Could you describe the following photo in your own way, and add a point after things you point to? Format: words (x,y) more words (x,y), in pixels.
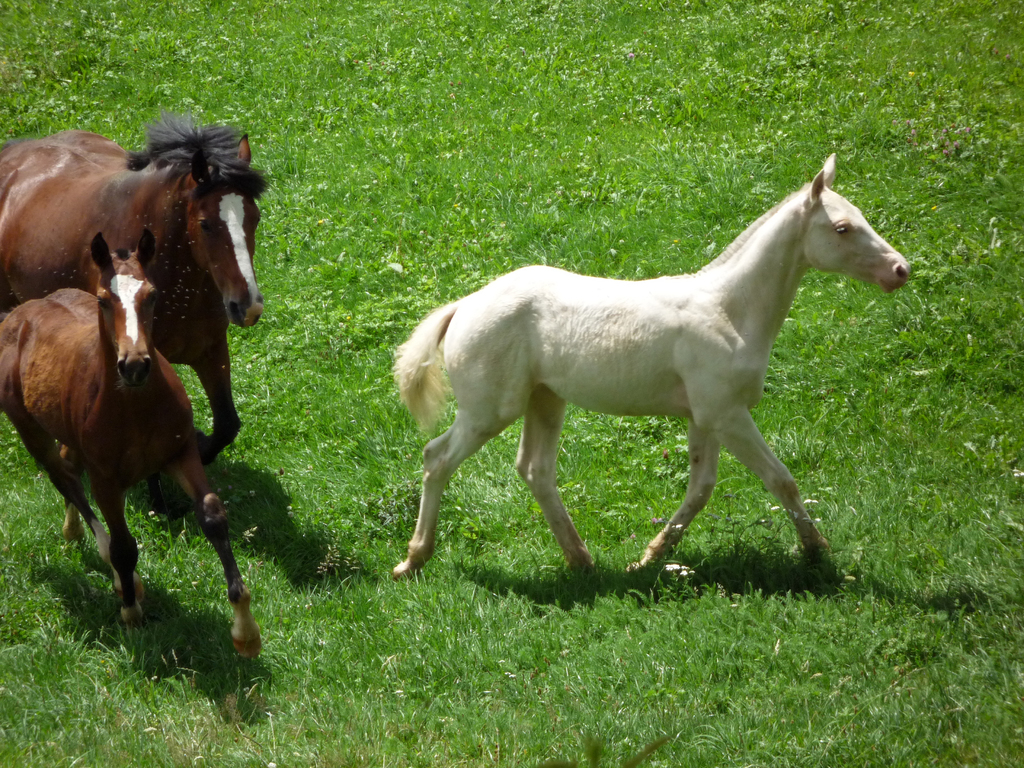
In this image in the center (413,407) there are three horses (549,397), and at the bottom (321,647) there is grass (901,525).
